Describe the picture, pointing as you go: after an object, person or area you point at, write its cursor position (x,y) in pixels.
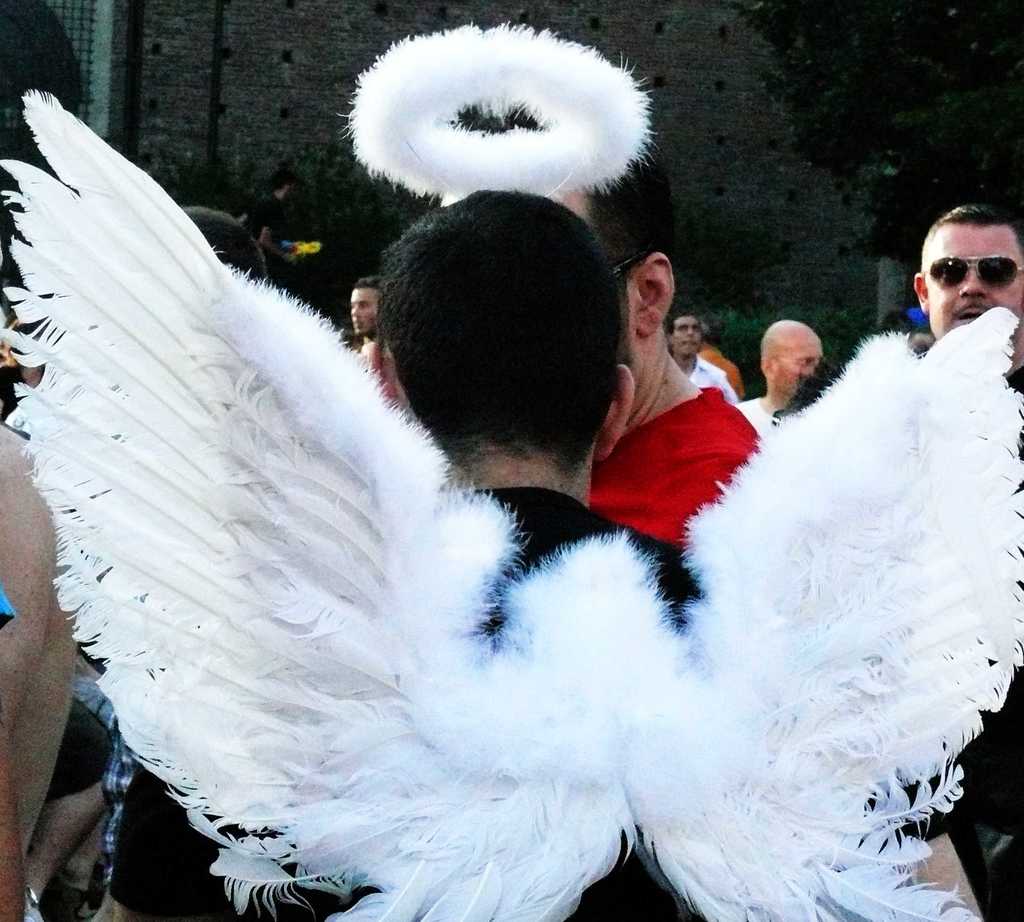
In this image I can see few people (620,407) standing. These people (537,393) are wearing the different color dresses (660,434). I can see one person (450,322) with the white color wings (604,650). And I can see another white color object (373,159) in the air (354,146). In the back (183,130) I can see the wall (647,8).
